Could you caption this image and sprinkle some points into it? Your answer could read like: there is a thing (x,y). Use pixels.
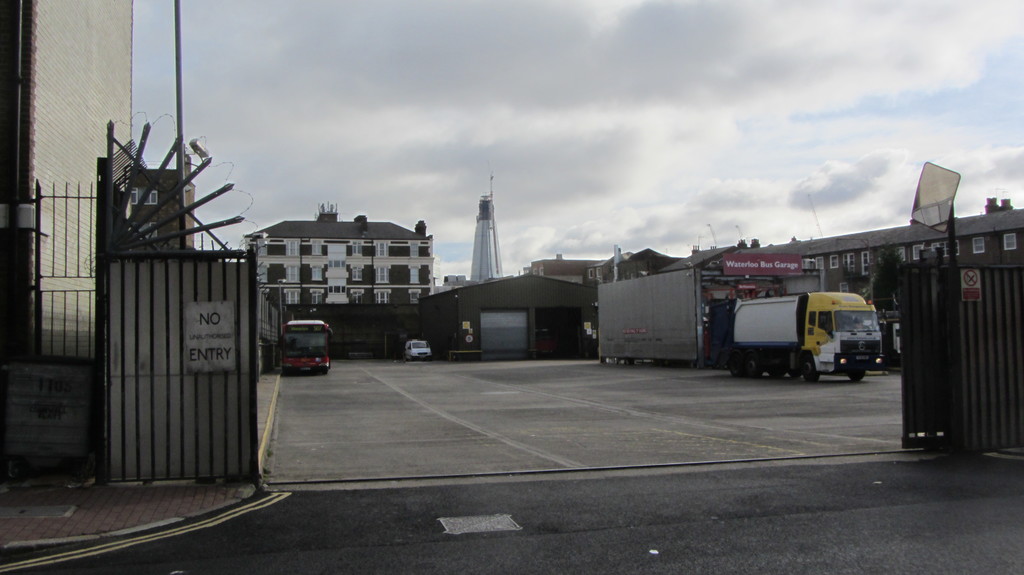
In this picture I can observe buildings (410,270) in the middle of the picture (420,272). I can observe gate (187,343) on the left side (179,352) and right side (923,308). In the background (689,135) I can observe clouds (488,135) in the sky (528,125).
